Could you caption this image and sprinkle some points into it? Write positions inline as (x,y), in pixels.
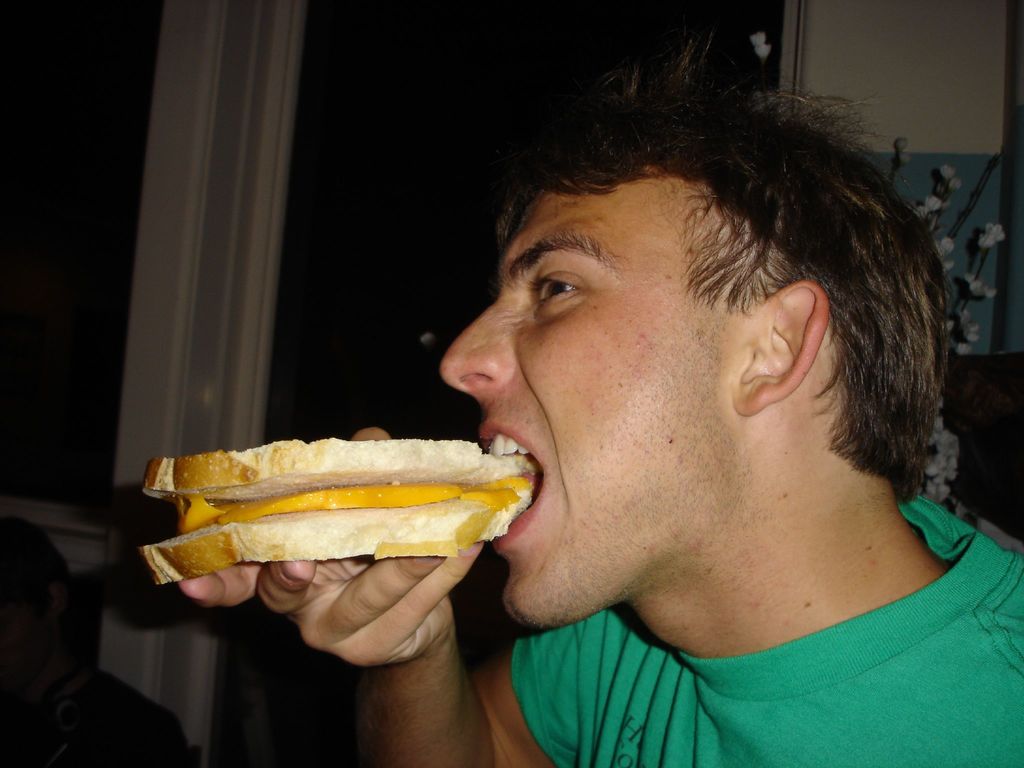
In the center of the image (461,356) we can see person (416,704) eating bread (394,463). In the background (396,60) we can see windows (162,99).
